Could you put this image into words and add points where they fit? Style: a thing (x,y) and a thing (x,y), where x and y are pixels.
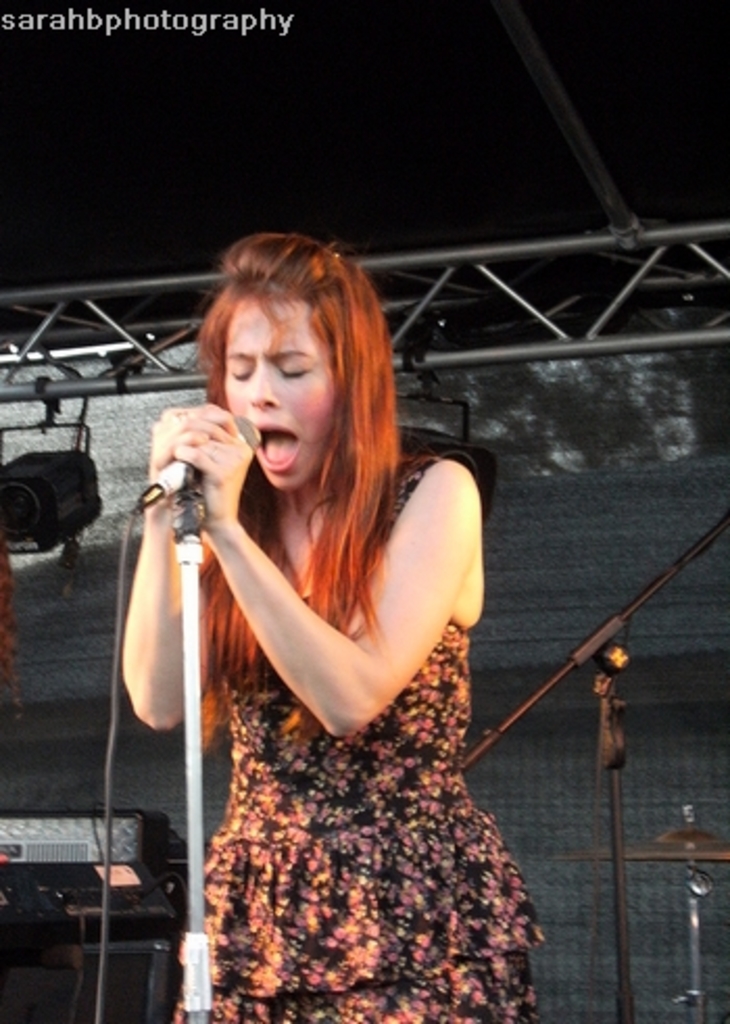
The woman (404,848) is standing and singing in front of a mic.
